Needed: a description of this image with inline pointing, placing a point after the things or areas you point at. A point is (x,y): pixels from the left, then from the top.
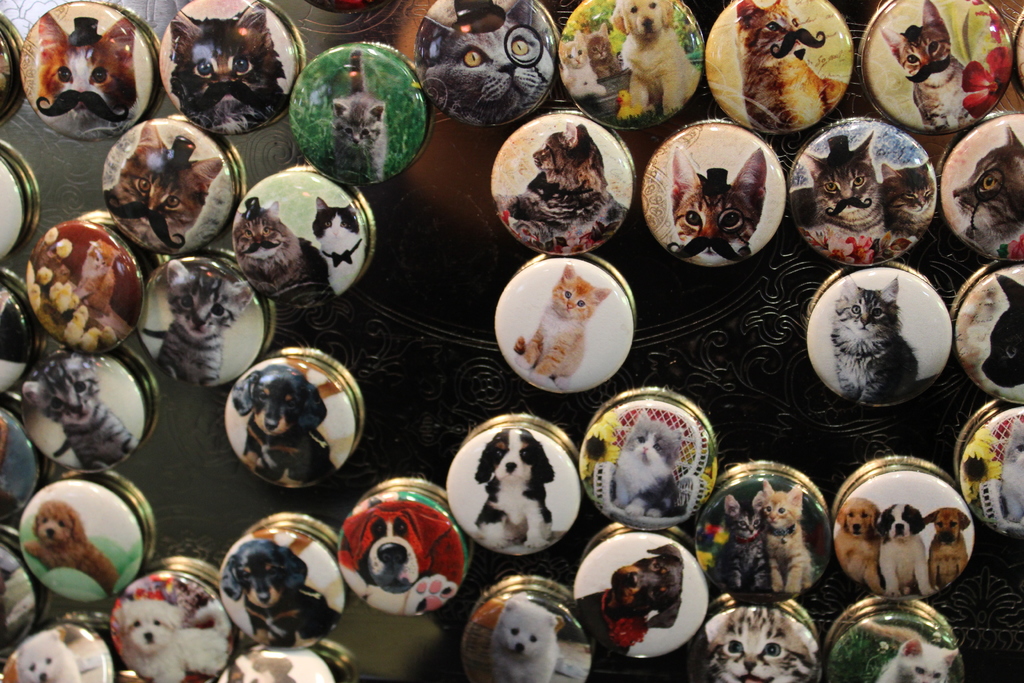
In this image, I can see a lot of badges (720,639), On each badge (537,92), I can see a different kind of animal images (926,525).
